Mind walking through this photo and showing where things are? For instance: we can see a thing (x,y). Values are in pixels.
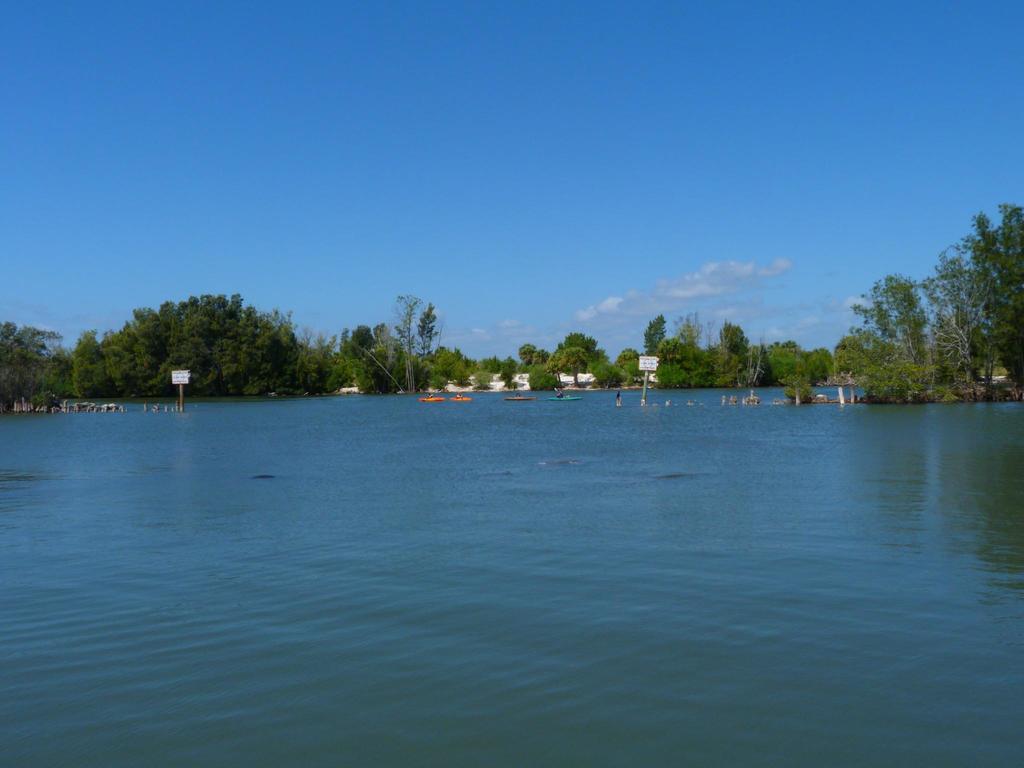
In this image I can see the water (430,600). In the background (441,386), I can see the boats (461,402), trees (498,360) and clouds (684,280) in the sky (674,237).
